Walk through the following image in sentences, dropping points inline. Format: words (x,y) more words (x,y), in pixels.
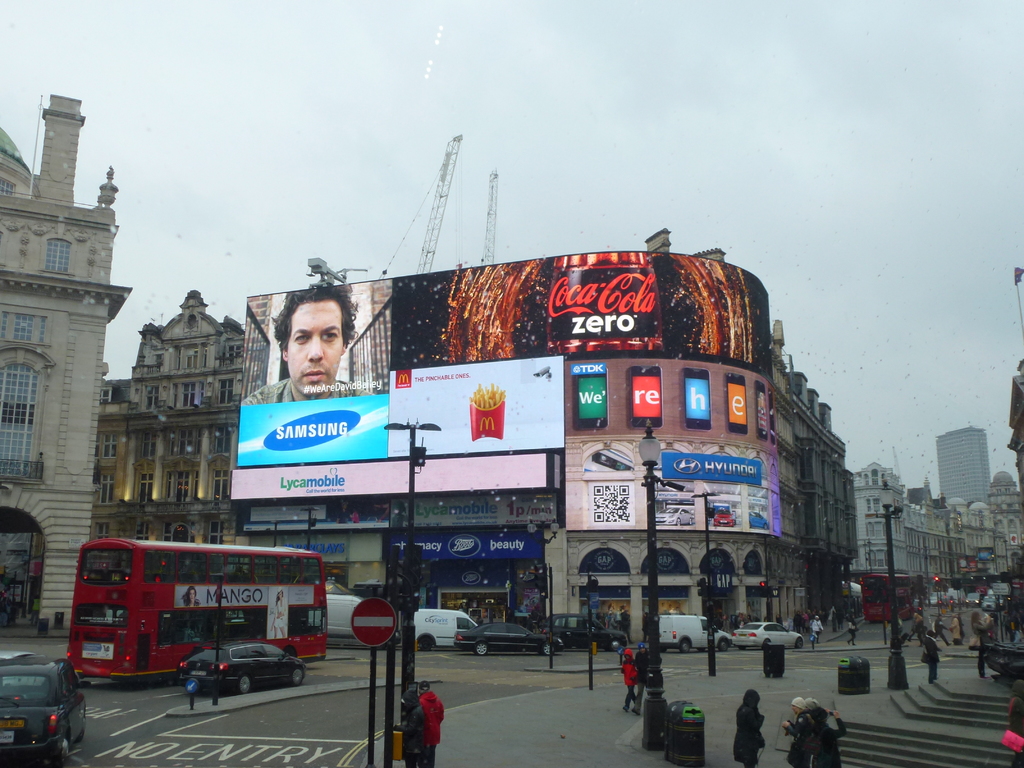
Here on the road (366,648) we can see few vehicles (328,626) and few people (405,698) are walking and standing on the road (865,627). In the background (399,386) there are buildings (80,382), windows (18,317), glass doors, hoardings (665,519), light poles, lights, cranes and sky (665,180).
